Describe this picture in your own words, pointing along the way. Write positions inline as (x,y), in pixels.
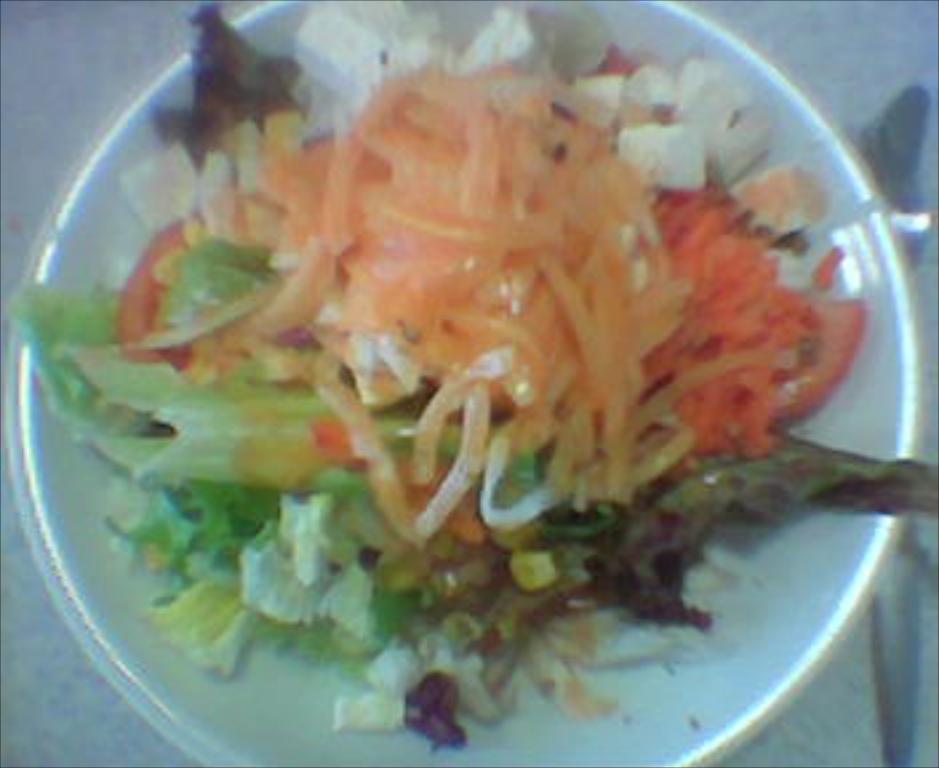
In this image we can see a bowl (671,669) with a food item (515,398). And the bowl (317,729) is on a surface (62,730).
